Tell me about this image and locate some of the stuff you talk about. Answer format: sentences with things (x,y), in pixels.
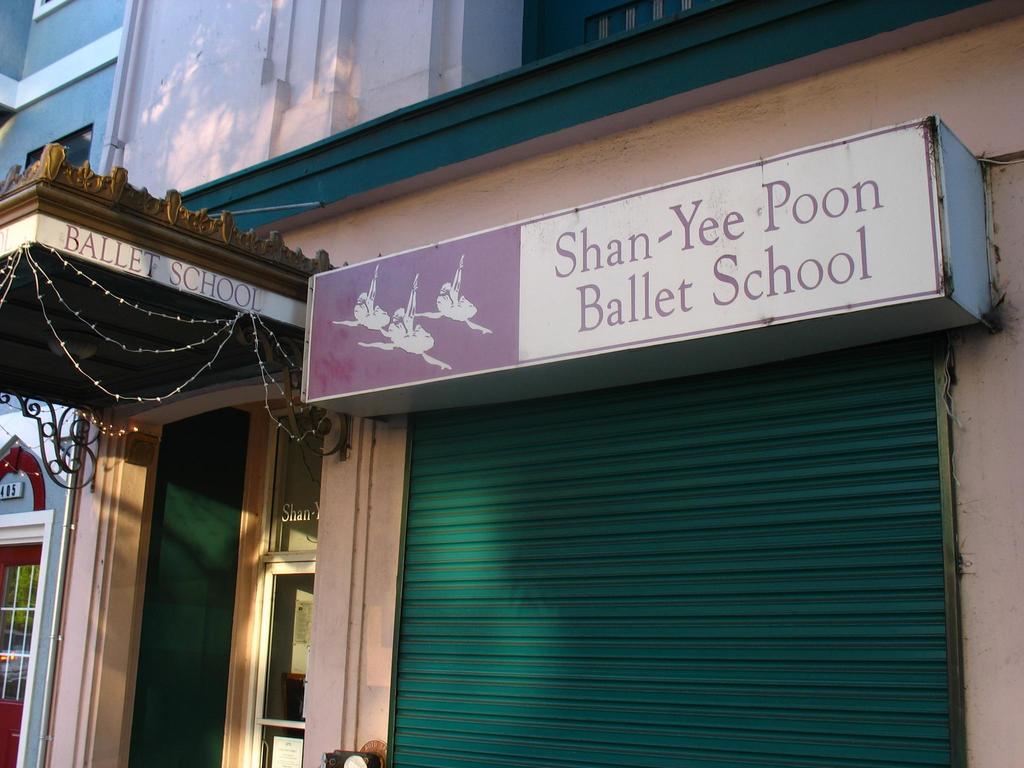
In this image I can see a building (682,645). On the right side (752,439) there is a shutter (514,636), at the top of it there is a board (581,276) on which I can see some text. On the left side (272,652) there is a door (272,652) to the wall (329,541).
